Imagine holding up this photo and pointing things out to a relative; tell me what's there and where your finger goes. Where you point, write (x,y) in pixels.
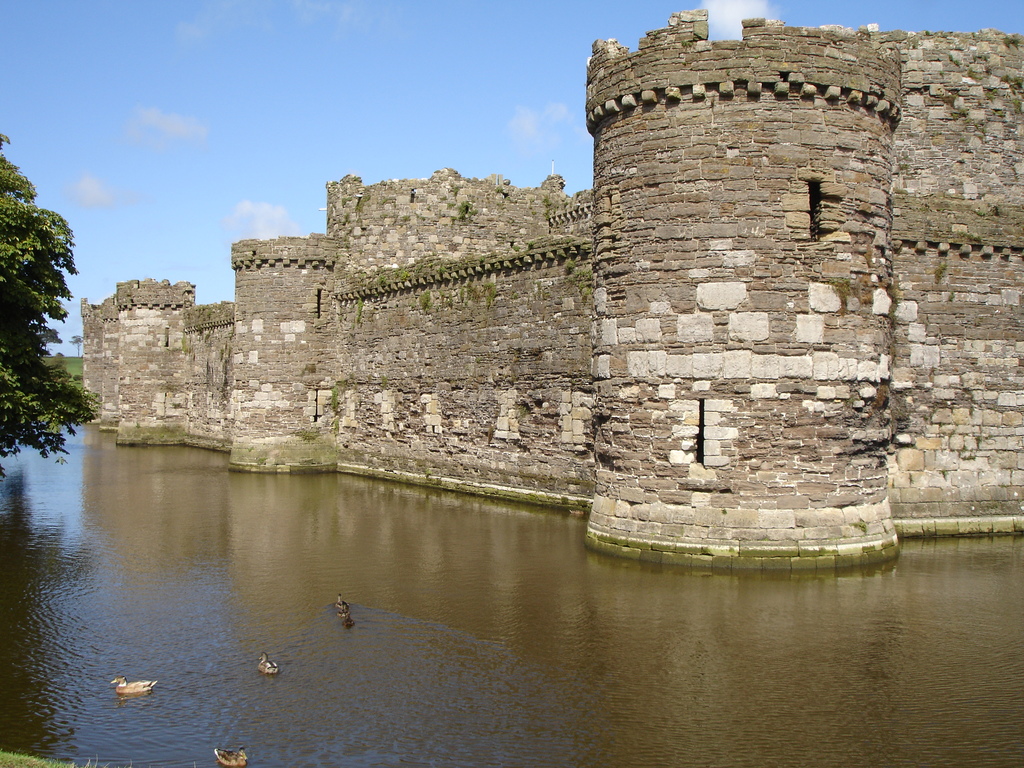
In this image there are birds (348,616), water (144,662), trees (23,318), sky (137,273), grass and fort (688,306).
